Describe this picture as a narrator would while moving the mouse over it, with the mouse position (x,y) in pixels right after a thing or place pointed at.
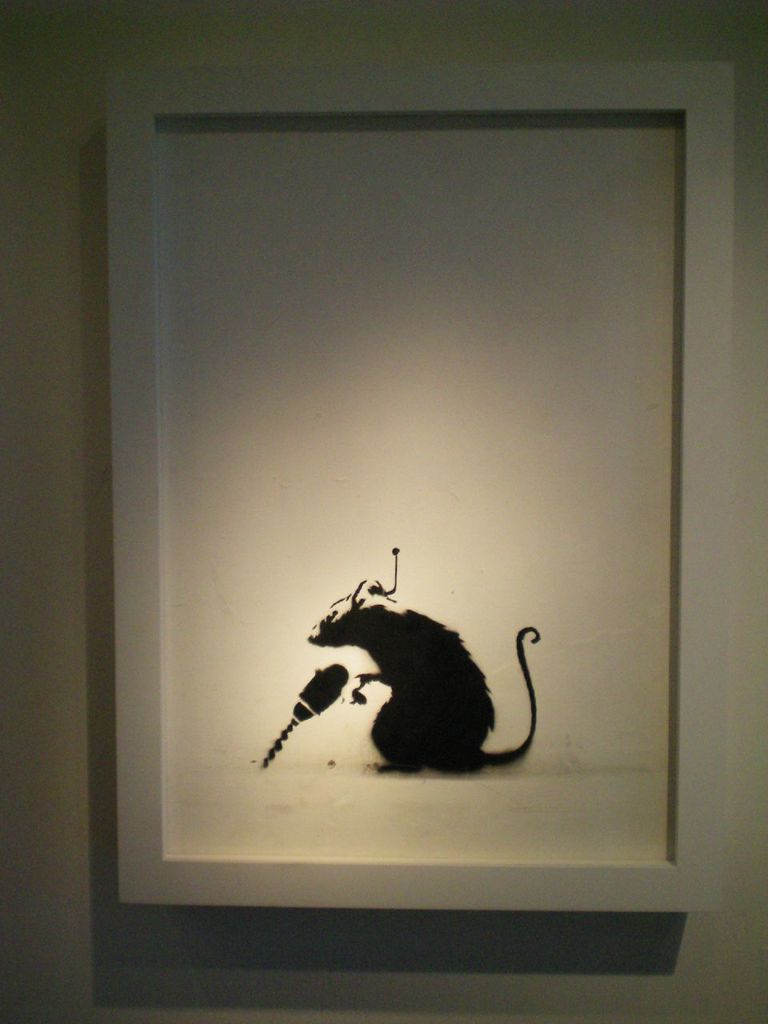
In this image we can see the photo frame (144,726) on a wall (607,1023) containing the picture of a rat (487,726) on it.
